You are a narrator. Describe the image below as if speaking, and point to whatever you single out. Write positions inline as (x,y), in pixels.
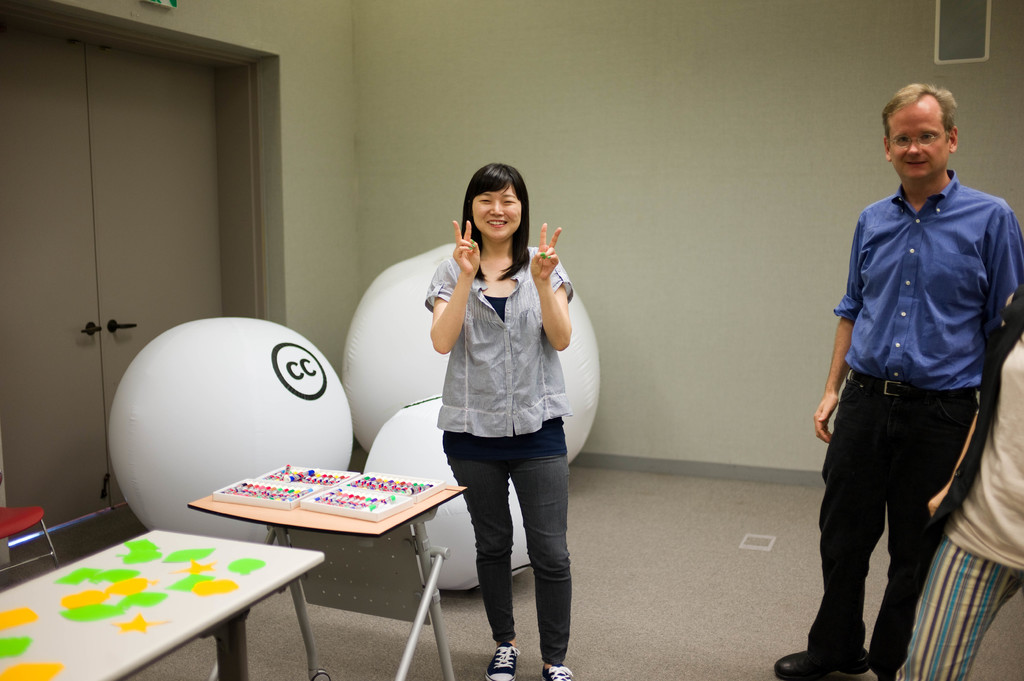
In this picture two people (520,418) are standing and there are three big white balls (404,383) placed in the background (339,436), on top of which cc has been written. There are also few tables (168,628) on top of which objects (355,498) are placed. In the background (155,237) there is a door (134,225).
